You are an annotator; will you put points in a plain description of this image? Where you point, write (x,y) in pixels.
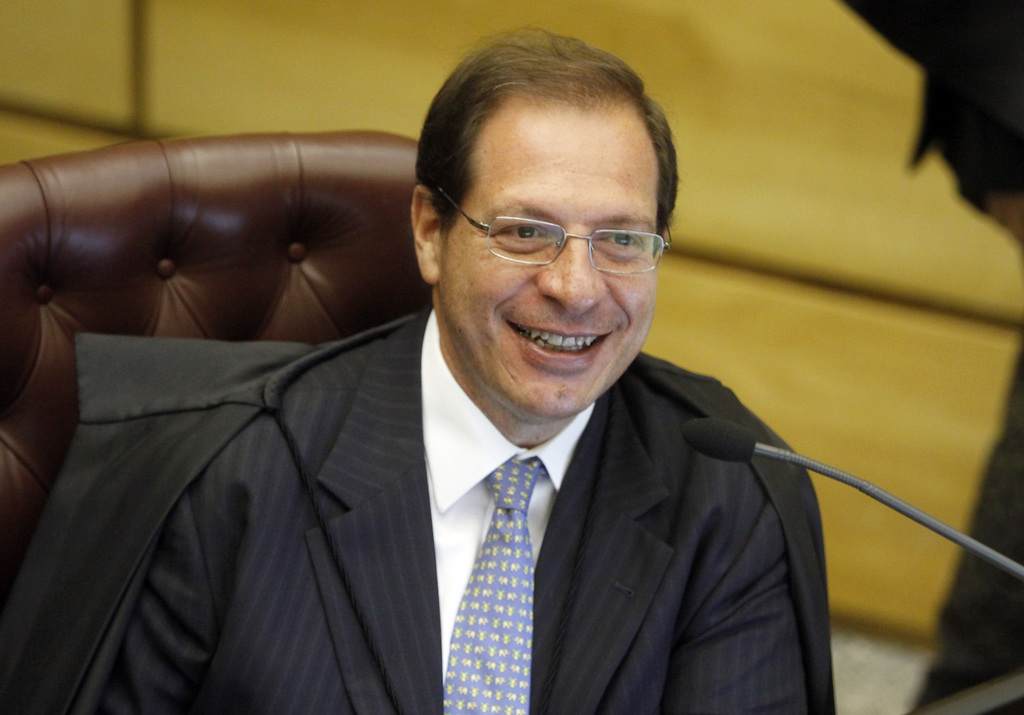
In this image we can see a person (573,343) sitting and smiling. There is a mic (747,435). In the background (800,147) we can see a wall (250,99).
